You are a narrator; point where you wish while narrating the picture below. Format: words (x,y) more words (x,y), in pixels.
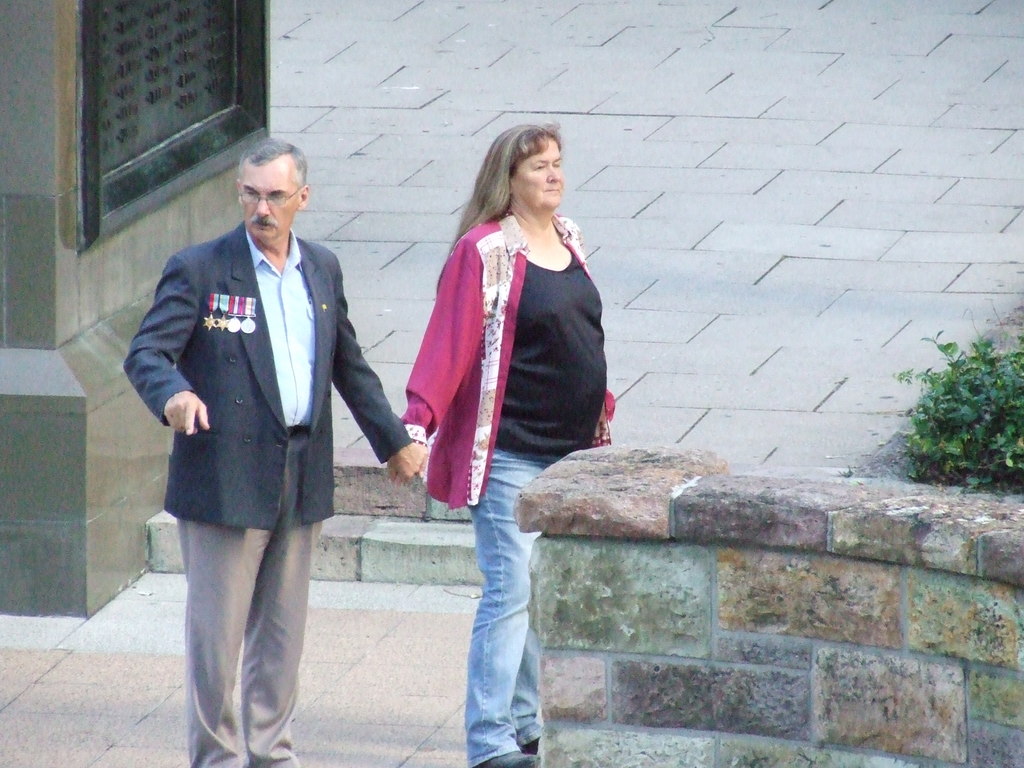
In the center of the picture (493,302) there is a man (252,438) and a woman (445,478) standing. On the right (957,476) there are plant (974,432) and wall (897,522). On the left (113,106) there are stone (122,101) with some text (162,76) on it. In the background (527,61) it is floor (654,73).
